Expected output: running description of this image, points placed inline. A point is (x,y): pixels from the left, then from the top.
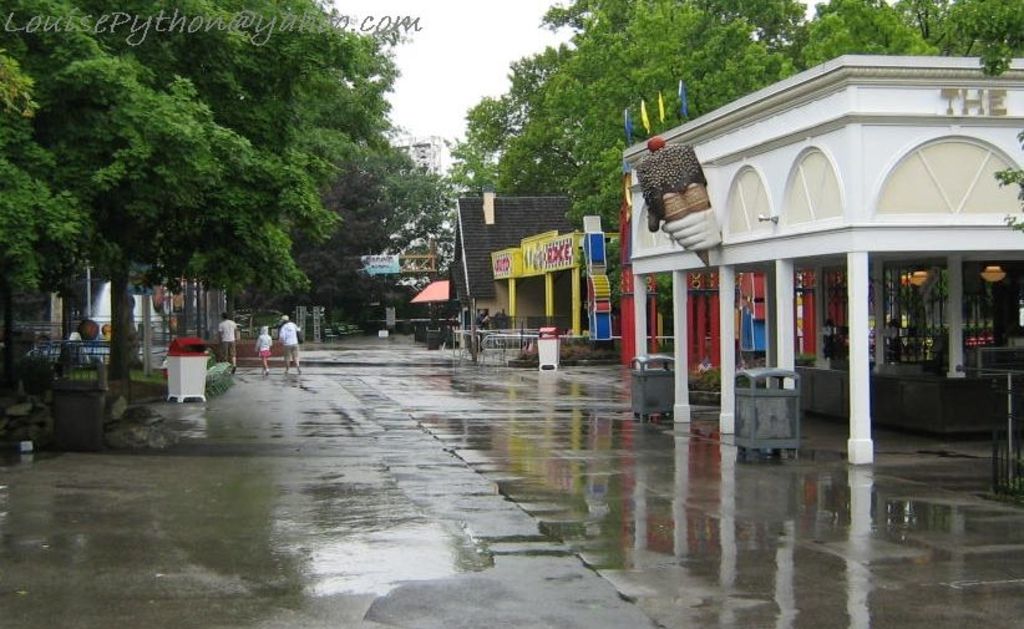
This picture is clicked outside the city. In the middle of the picture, we see three people (232,339) are walking. Behind them, we see a dustbin (193,372) which is white in color and beside that, we see a tree (36,186). On right corner of the picture (915,227), we see a building (802,198) which is white in color and beside that, we see many stalls (488,272). In the middle of the picture (577,237), we see yellow color board (541,251) and on top of the picture (488,50), we see sky (446,26).
